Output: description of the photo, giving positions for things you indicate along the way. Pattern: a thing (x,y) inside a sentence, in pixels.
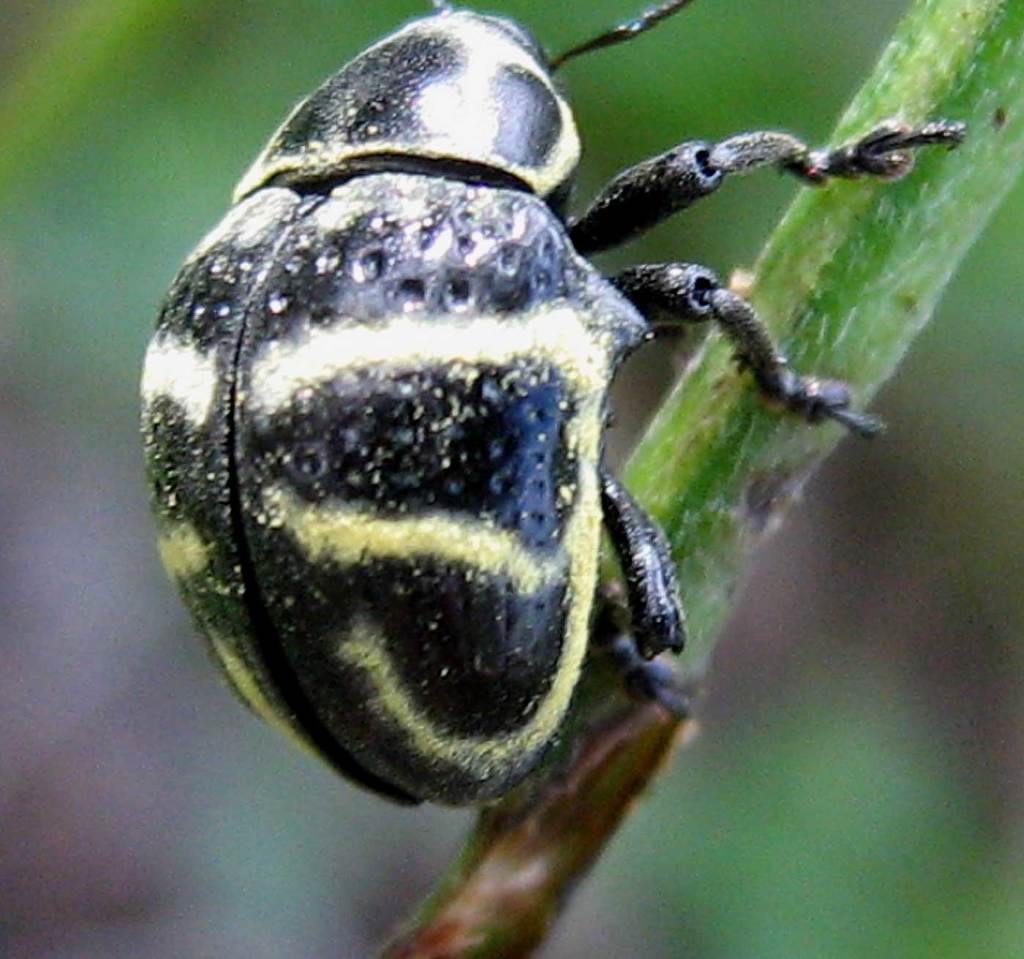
As we can see in the image there is an insect (397,429).
